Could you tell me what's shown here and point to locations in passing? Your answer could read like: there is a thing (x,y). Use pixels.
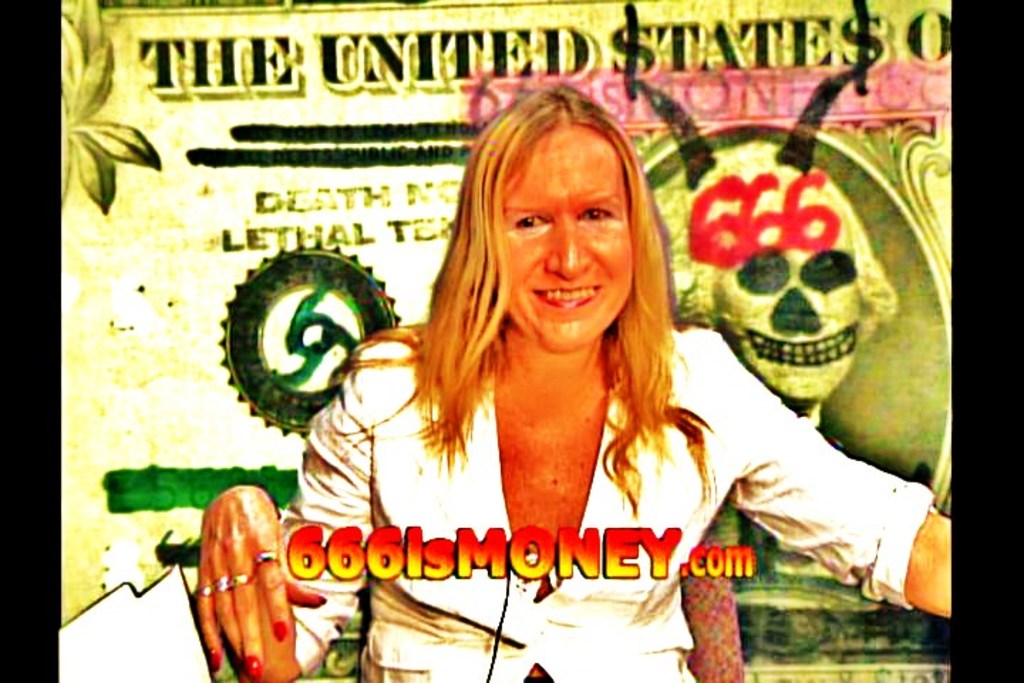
In this image we can see a lady (584,514), behind her there is a poster (690,169) with some, text (284,153), images (768,366), and numbers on it, also the borders (35,343) are black in color.
